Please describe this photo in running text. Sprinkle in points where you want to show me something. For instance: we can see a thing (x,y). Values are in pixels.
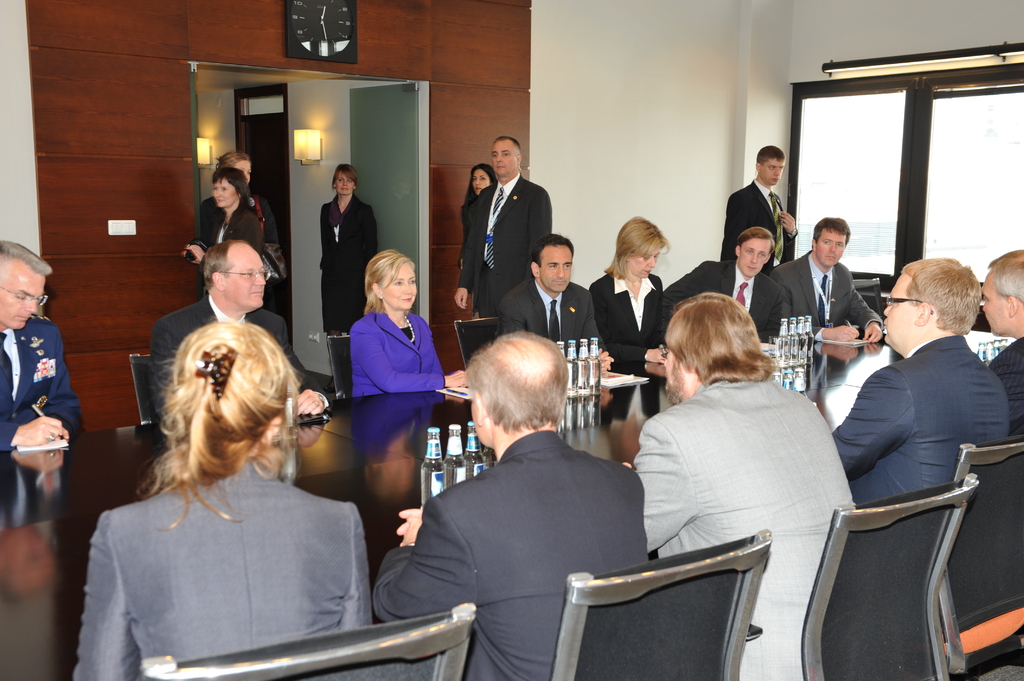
In this picture there is a group of men and women (411,577) sitting in the conference hall (496,478). In the center (453,424) we can see the table (614,409) with some water bottles (465,463). Behind there is a wooden panel wall (470,35) and a door (387,200).
